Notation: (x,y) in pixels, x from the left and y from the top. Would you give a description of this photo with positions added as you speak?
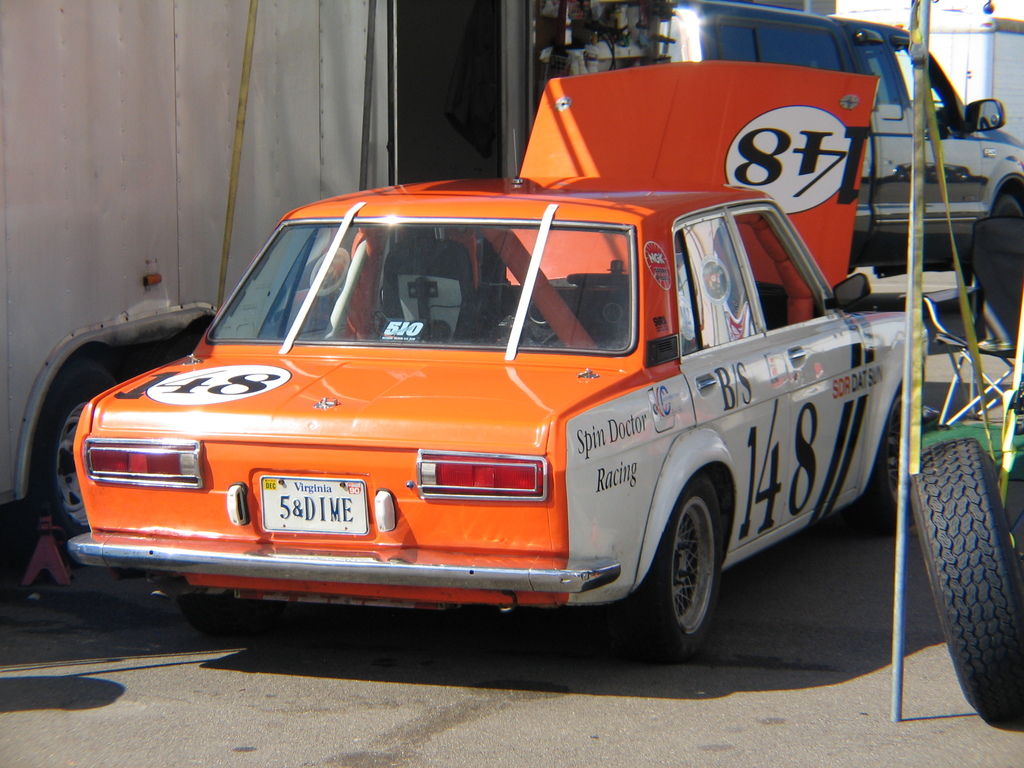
In this image I can see a car (521,413) on the ground (455,623). In the background (789,59) I can see a truck (306,89). This image is taken during a day.
